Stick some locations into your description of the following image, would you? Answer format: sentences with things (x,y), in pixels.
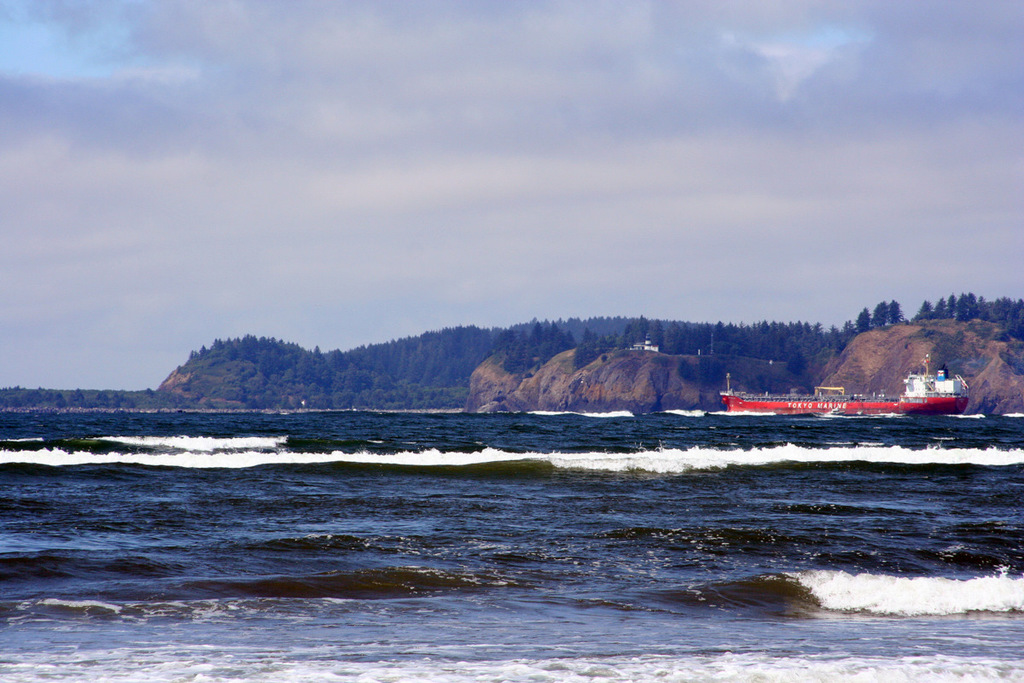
In this image it seems like it is an ocean (457,489) in which there is a ship (797,403). In the background (536,329) there are hills (659,381) on which there are trees (498,344). At the top (219,137) there is sky (163,162). At the bottom (344,586) there are waves (718,608).
